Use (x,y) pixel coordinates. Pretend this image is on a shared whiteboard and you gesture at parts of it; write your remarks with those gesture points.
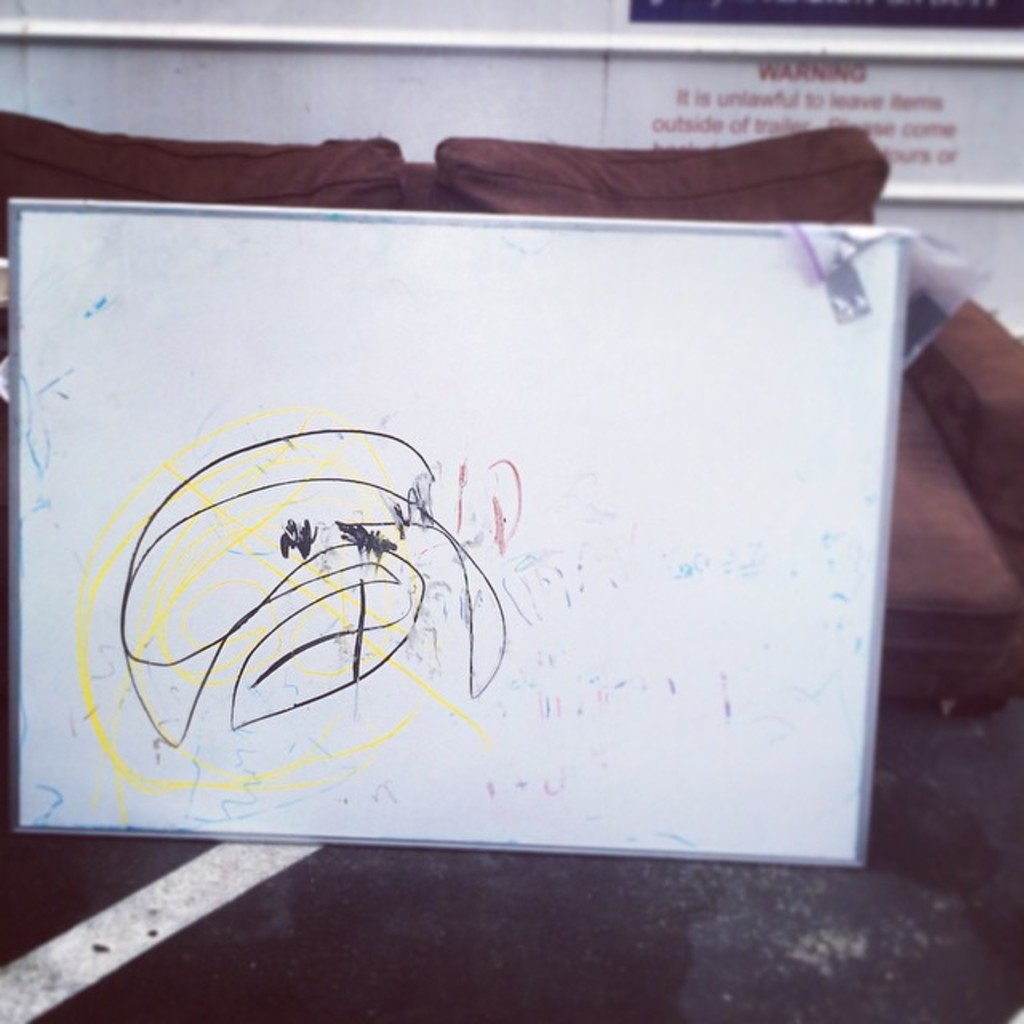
In this image we can see a white board (438,531) and some written on it and a sign board (853,111) in the background (808,95).
